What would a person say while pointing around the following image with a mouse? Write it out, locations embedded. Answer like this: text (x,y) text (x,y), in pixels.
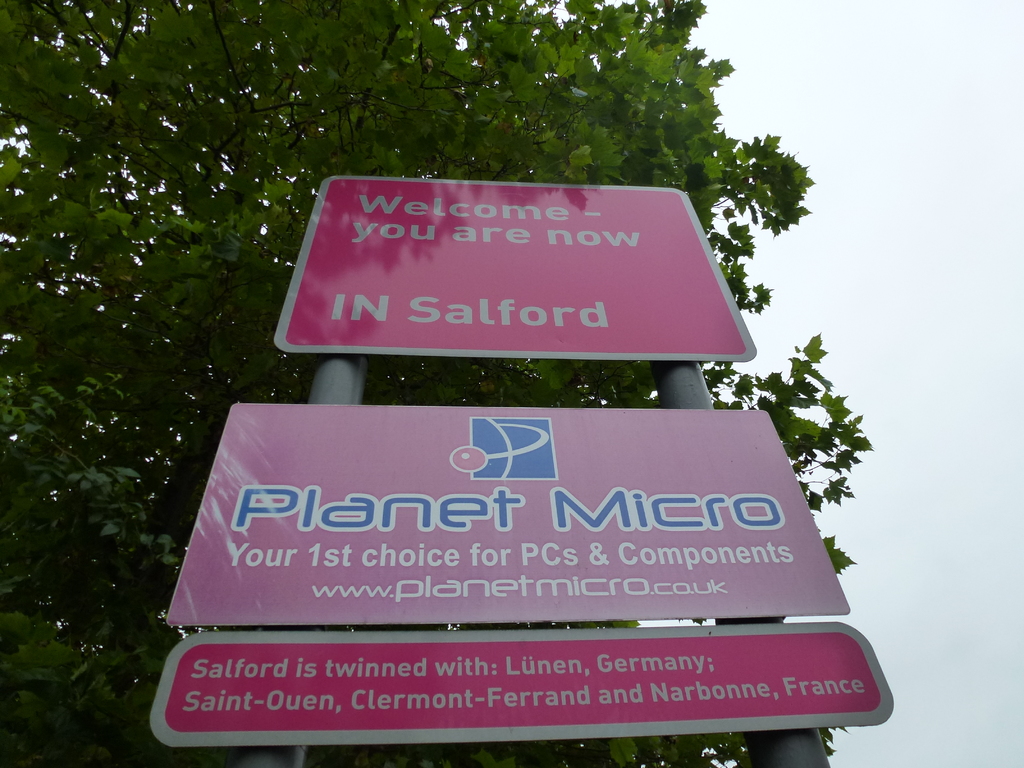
In this image we can see the boards (632,497) and poles (335,381). In the background (122,317), we can see a tree (753,174) and the sky (848,216).
